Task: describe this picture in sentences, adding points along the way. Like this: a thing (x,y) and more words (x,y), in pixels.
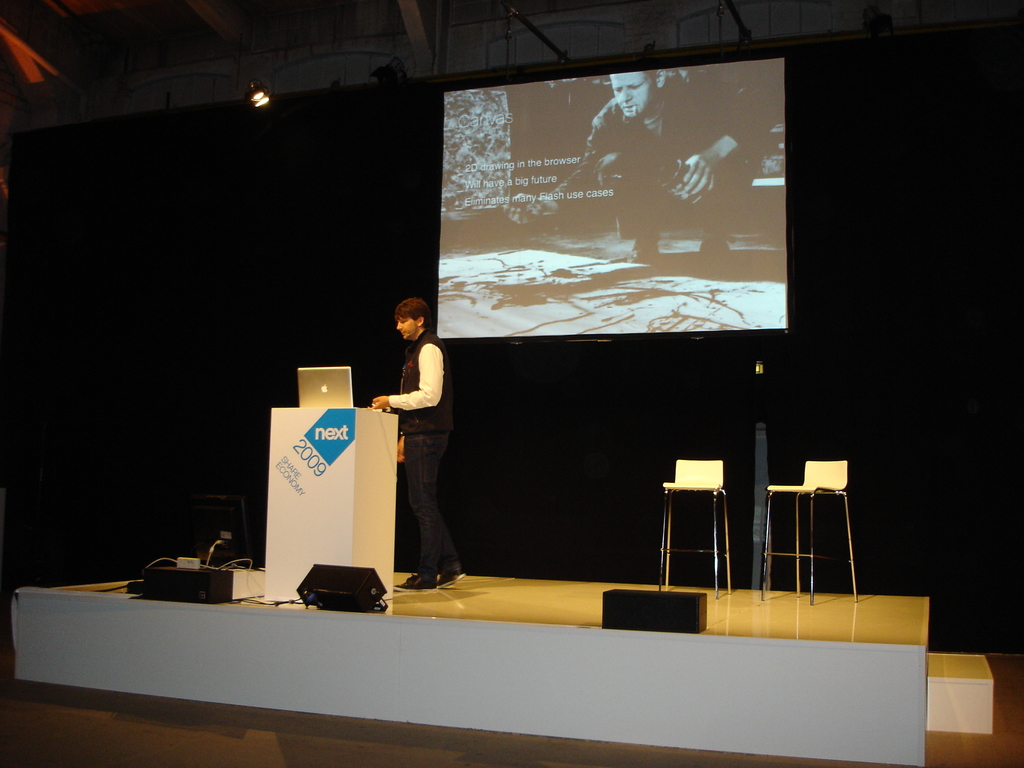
There is a person (447,409) standing on the floor (479,613). Here we can see chairs (830,481), laptop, podium (359,445), speakers (379,583), lights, and a screen (571,218). There is a dark background (41,386).
